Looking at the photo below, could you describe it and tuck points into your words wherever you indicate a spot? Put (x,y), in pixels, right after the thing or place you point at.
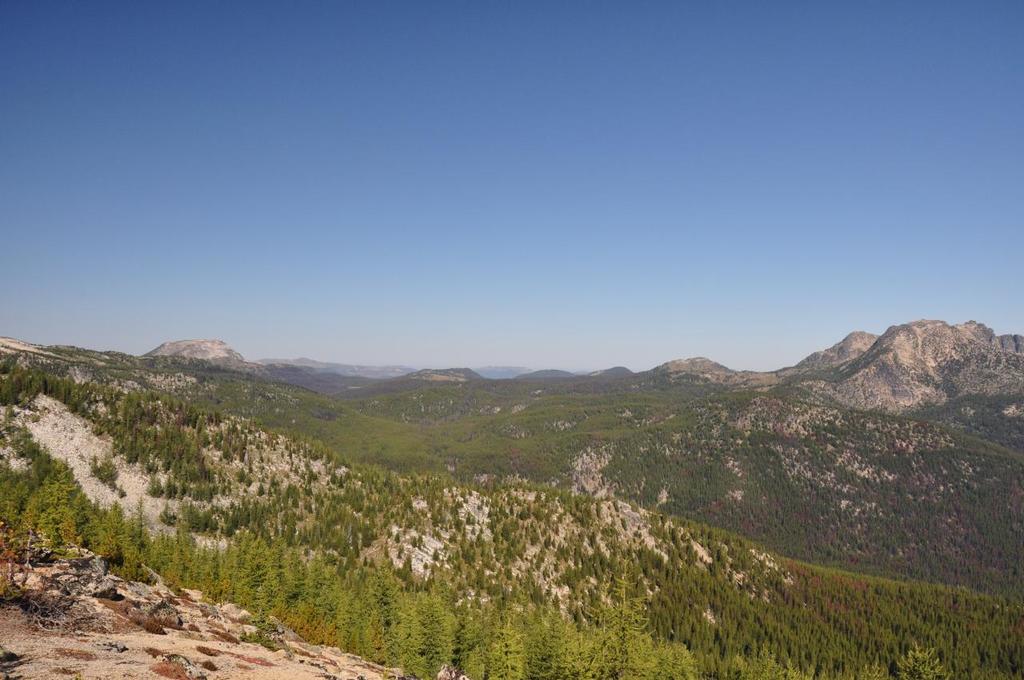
In this image we can see ground (122,644), trees (648,399), and hills (357,365). In the background (379,214) there is sky (772,261).
